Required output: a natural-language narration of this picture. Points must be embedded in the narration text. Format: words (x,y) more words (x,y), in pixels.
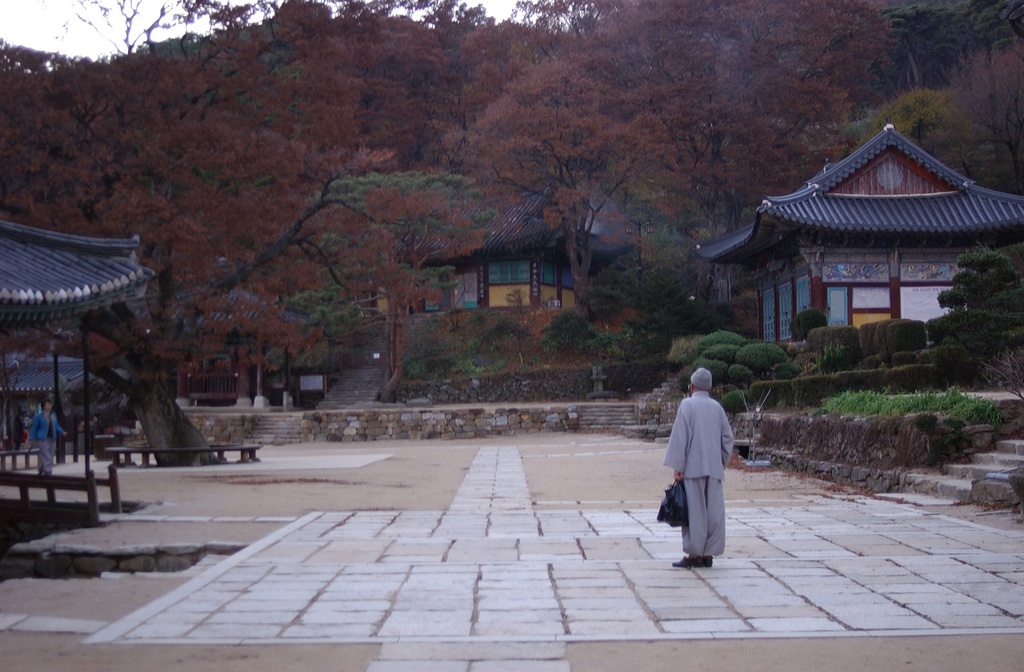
In this picture we can see group of people (706,501), in the background (167,425) we can find few plants (508,341), trees (438,283) and houses (88,281), in the middle of the image (675,415) we can see a man (696,448), he is holding a bag (668,501).
